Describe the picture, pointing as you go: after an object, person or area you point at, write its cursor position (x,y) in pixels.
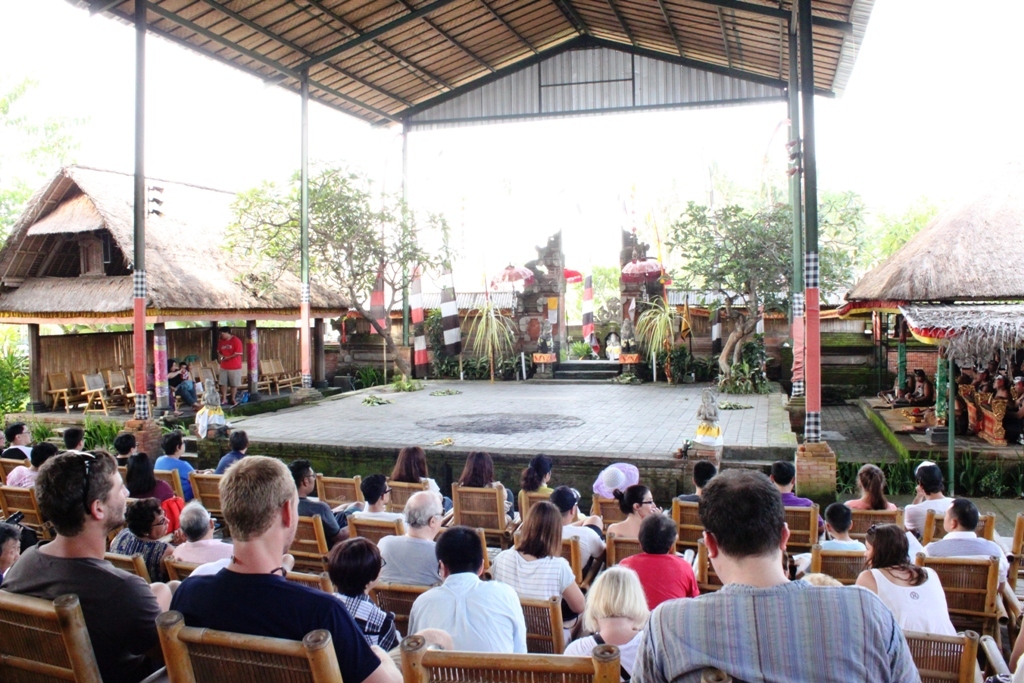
In the foreground of the picture (405,615) we can see people (365,504) sitting in chairs (412,639). On the left (242,202) there are trees (258,202), thatched hut (108,348), chairs (125,387), people (185,374) and plants (4,368). In the middle of the picture (620,405) there is a construction (810,17) and roof (412,29). On the right (984,326) we can see a thatched hut (972,351). In the center of the background (708,341) there are trees (745,288), plants (578,349) and wall (572,335).
